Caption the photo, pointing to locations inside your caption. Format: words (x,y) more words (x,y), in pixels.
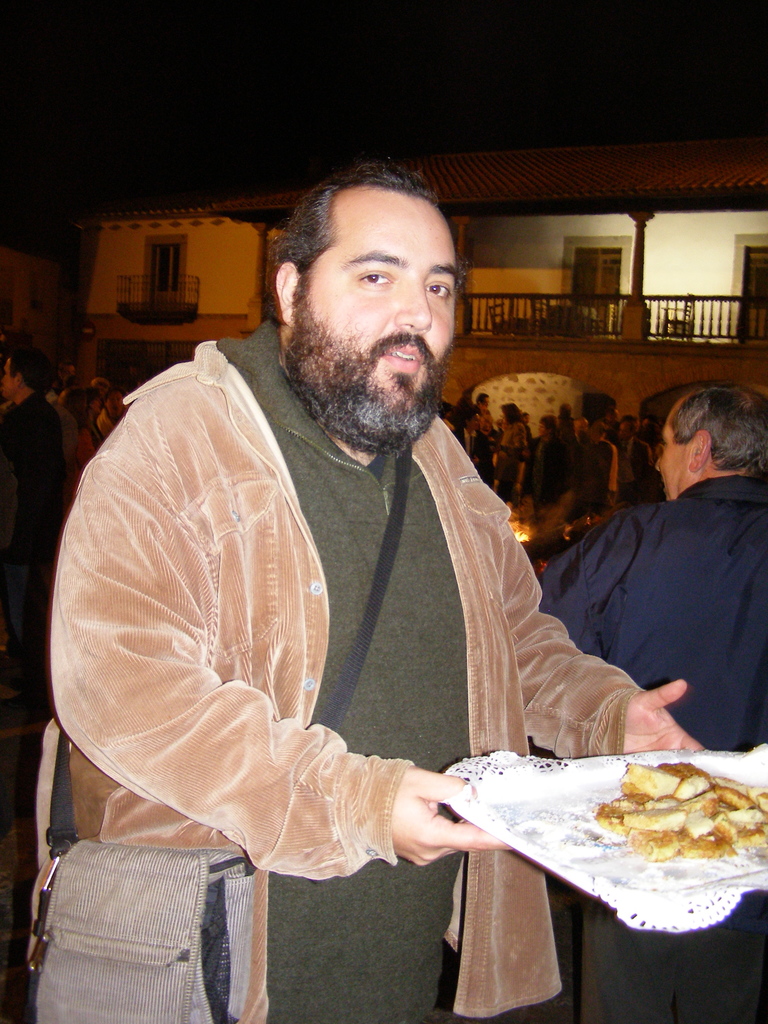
In the image we can see a man (366,732) standing, wearing clothes (404,736) and he is holding a plate (519,823) in his hand (492,841). We can see food (647,834) on a plate (585,830). Here we can see a handbag (206,891), building (177,305), fence (697,319) and there are other people (620,532) around and a dark sky (350,63).
